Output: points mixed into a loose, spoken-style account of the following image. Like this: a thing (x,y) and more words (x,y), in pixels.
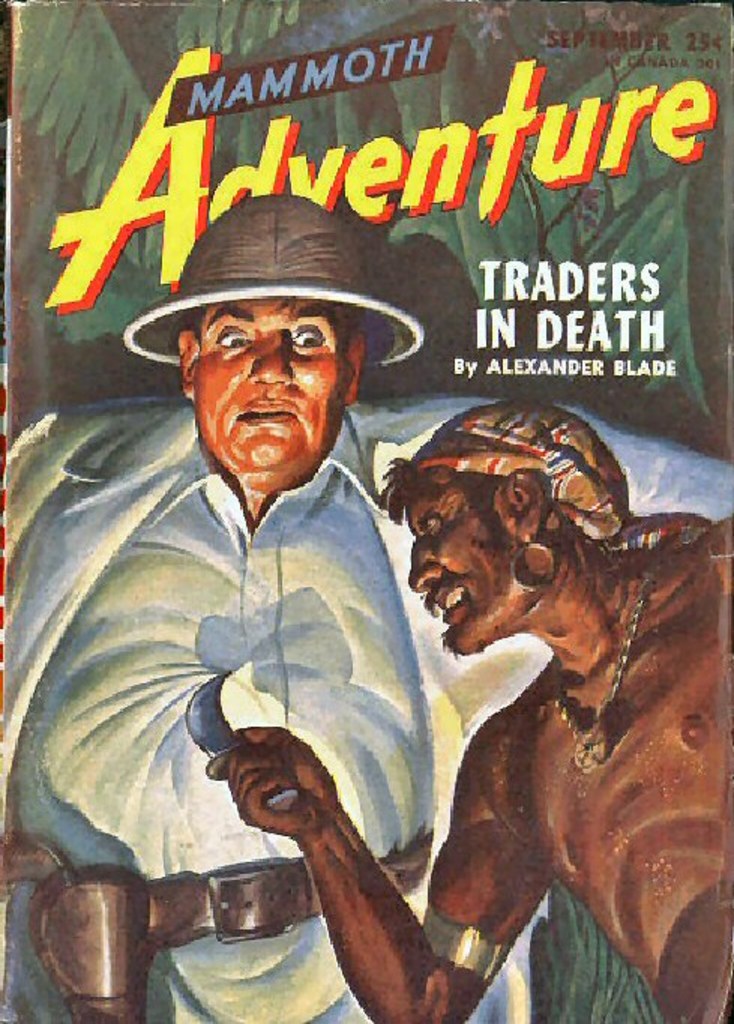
This is a book (505,176). On the book (476,438) we can see the painting (329,560) of the people (335,551) and text (581,278).
